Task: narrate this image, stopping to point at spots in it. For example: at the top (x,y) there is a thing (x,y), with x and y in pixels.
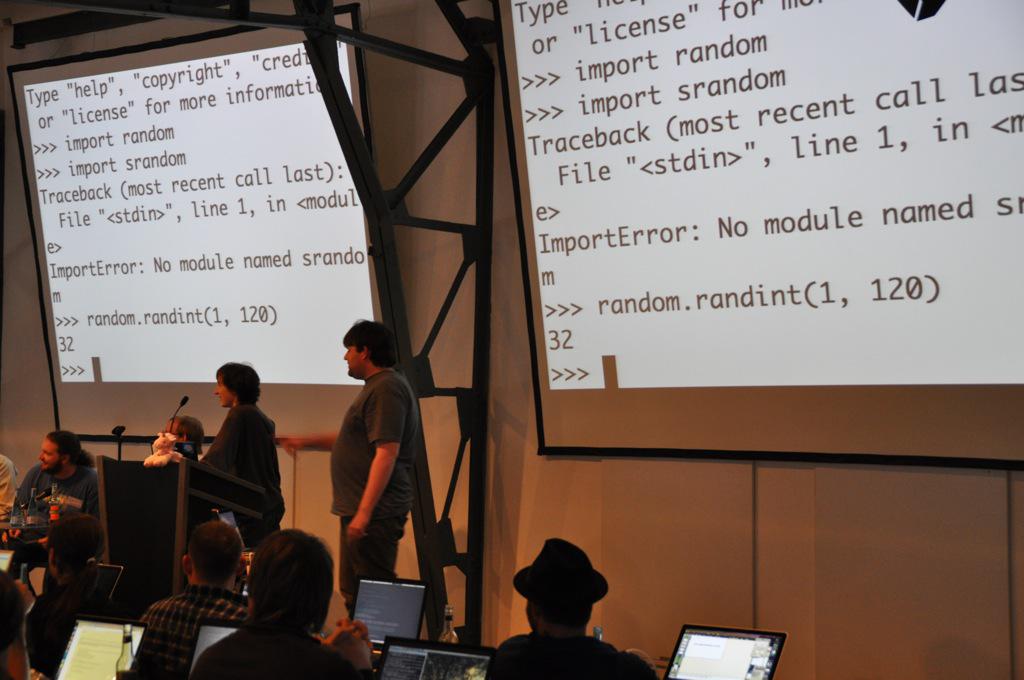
This picture describes about group of people (257,569), few are seated and few are standing, in front of them we can see laptops (692,662), in the background (300,225) we can find projector screens (353,275), microphones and metal rods (401,281).
